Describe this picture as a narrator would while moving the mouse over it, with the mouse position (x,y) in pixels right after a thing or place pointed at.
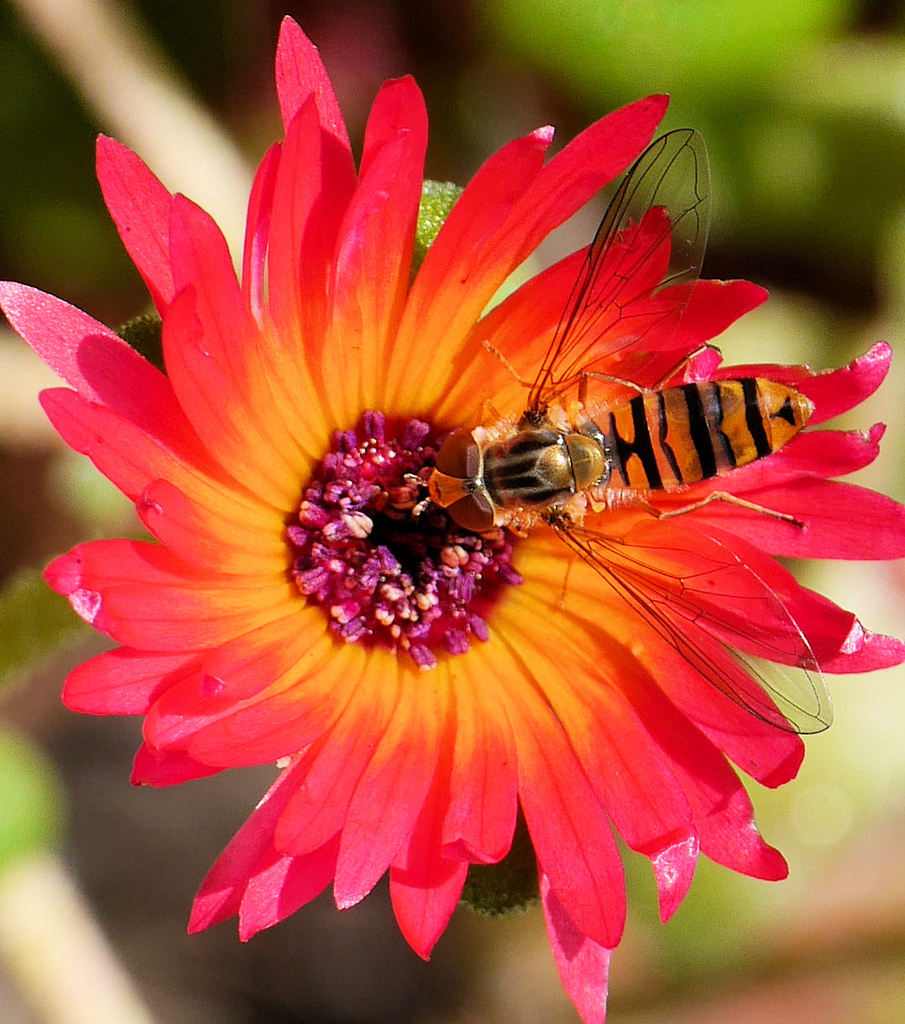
Here I can see a bee (560,470) on a flower (393,474). The petals (450,759) are in Pink and yellow colors. The background (665,39) is blurred.
